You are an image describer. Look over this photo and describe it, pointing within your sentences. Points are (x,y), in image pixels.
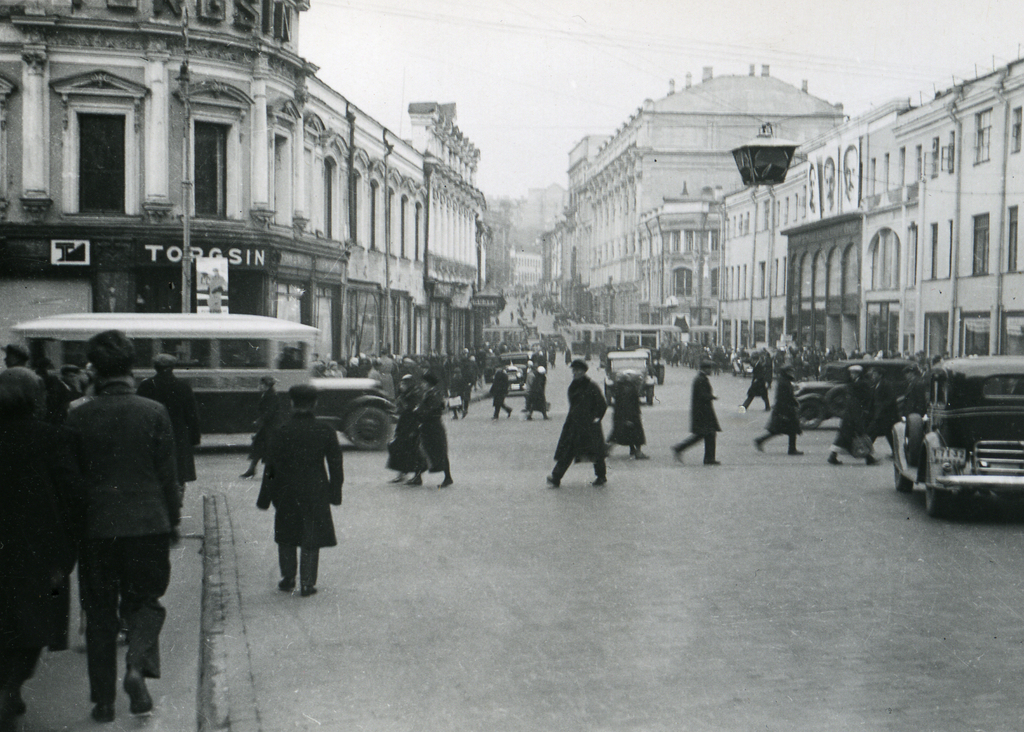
In this image there are buildings (455,228) and we can see people (127,407). There are vehicles (1005,458) on the road (860,539). In the background (525,83) there is sky (635,64).
